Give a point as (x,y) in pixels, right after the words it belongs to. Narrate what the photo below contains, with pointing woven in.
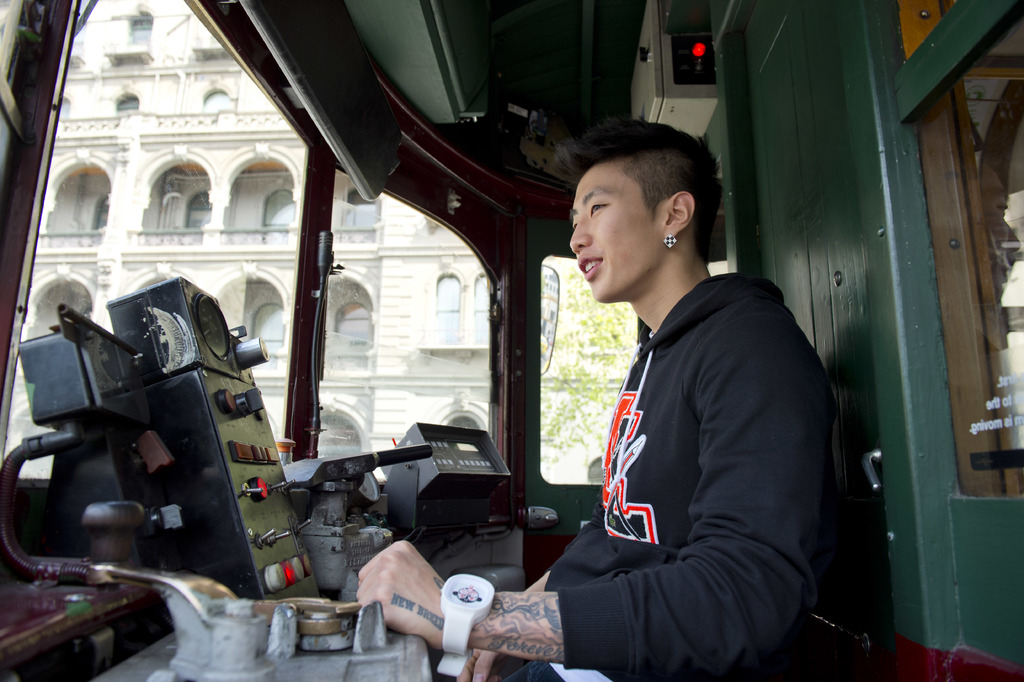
In this image I can see there is a building (352,263) and a tree (597,350). And there is a person (693,318) sitting in a vehicle (739,136). And there is a current machine (176,410), meter box (468,446) and few objects (212,610) in it.
